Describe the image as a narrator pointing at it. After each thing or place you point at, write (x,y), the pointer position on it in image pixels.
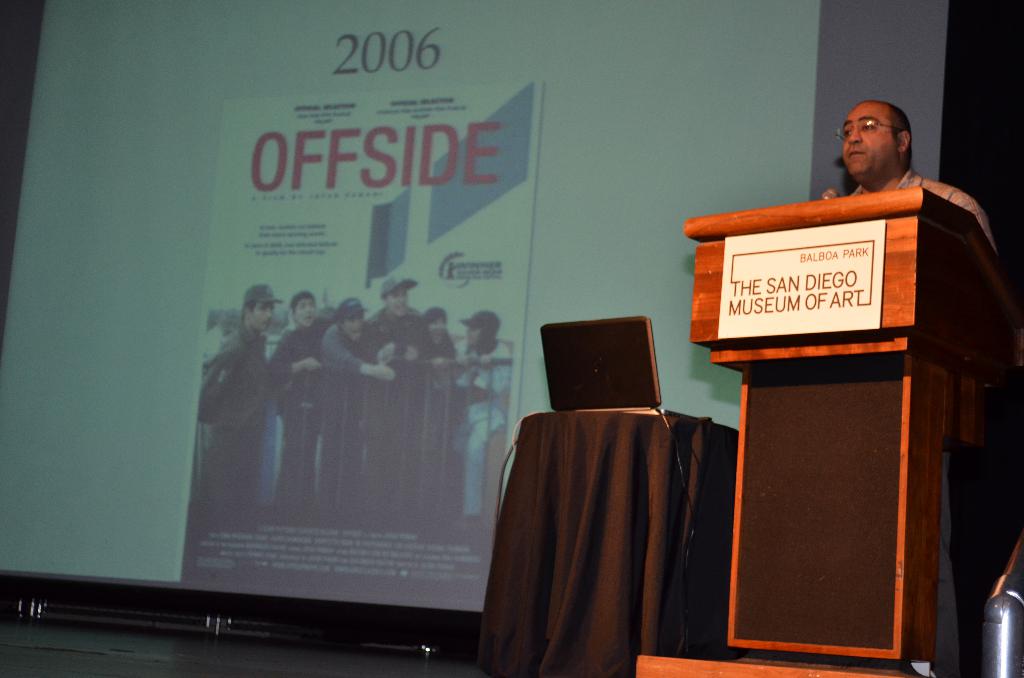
In the image I can see a person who is standing in front of the desk (787,310) and beside there is a laptop (614,383) on the table (600,413) and a projector screen (142,239).
